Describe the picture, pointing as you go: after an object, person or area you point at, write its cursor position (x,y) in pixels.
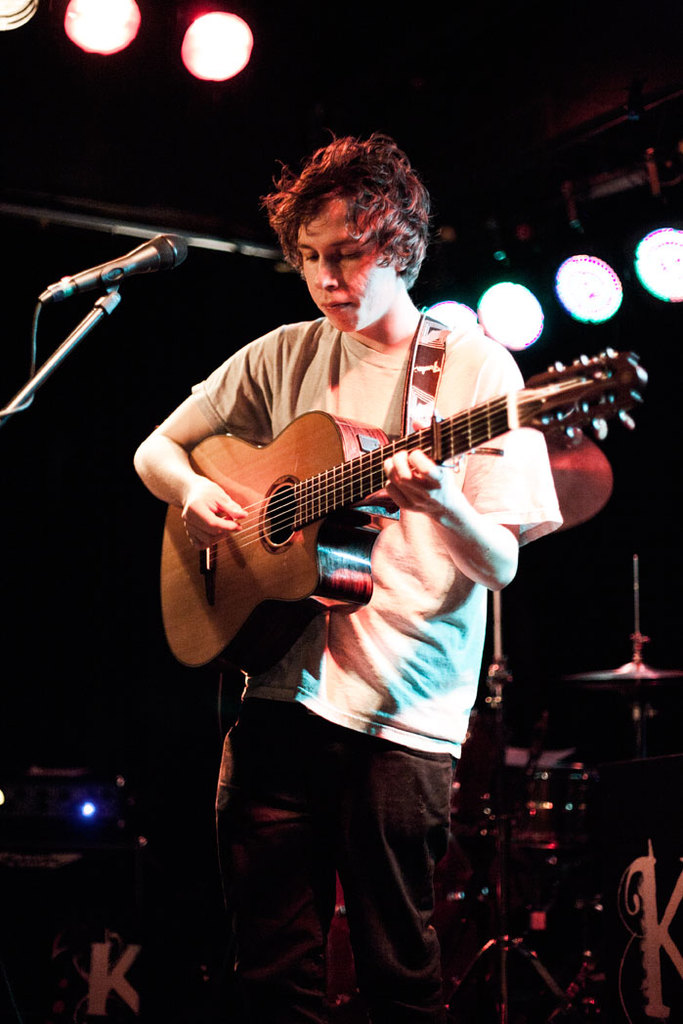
In this picture we can see a man (416,972) standing in front of mike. He is playing guitar (393,506). And these are the lights (656,291).
